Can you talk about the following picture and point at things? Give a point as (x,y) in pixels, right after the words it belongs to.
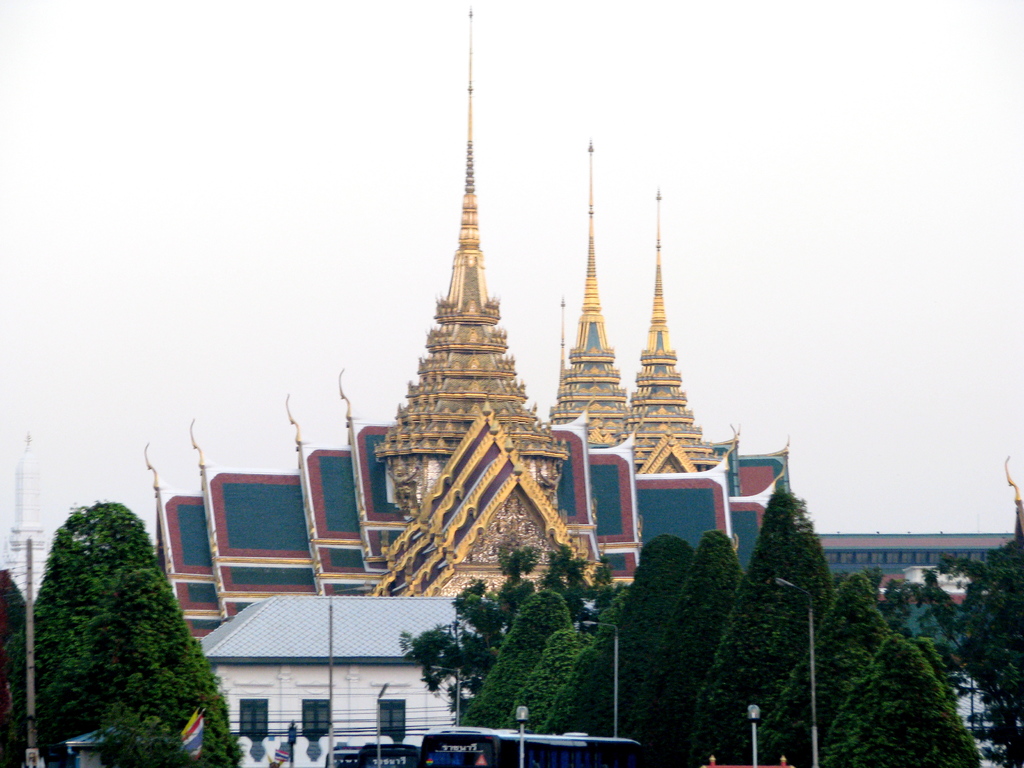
In this image we can see the palace (474,343) in the middle of the image (455,403) and there is a building (271,704). We can see some trees (473,703) and vehicles (401,747) and there are pole lights (750,717) and we can see the sky (188,137) at the top (176,91).
